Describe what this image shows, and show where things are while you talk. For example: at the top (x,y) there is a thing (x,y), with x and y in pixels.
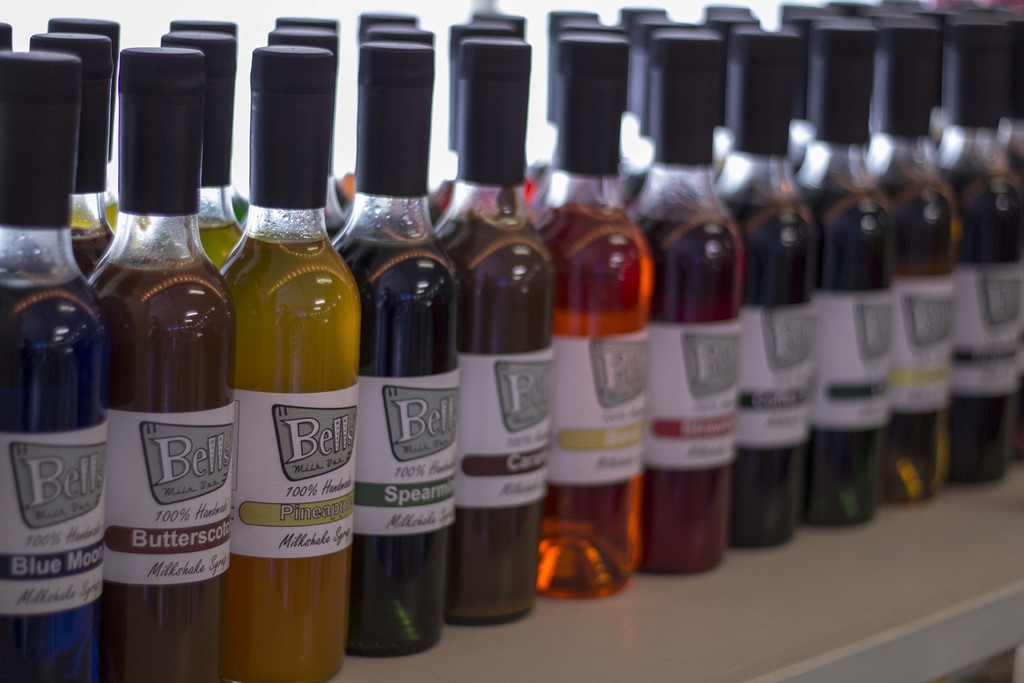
There are many bottles (522,370) with colorful liquid (712,301) in each bottle (587,440) on a table (836,600).
